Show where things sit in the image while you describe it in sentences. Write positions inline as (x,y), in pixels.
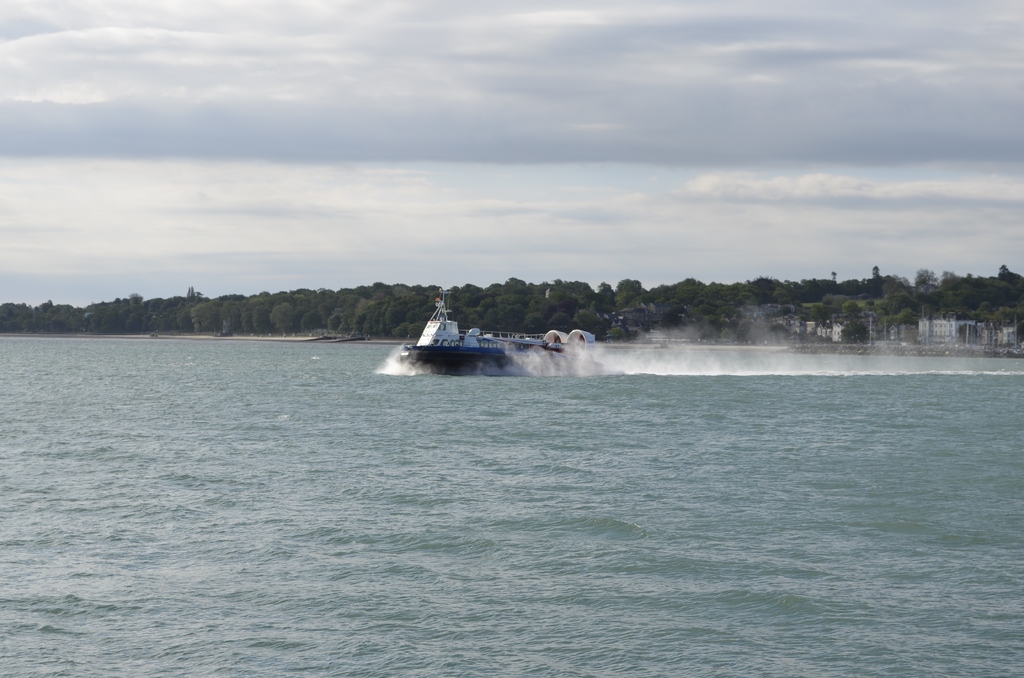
In this image we can see the boat (454,349) on the surface of the water (519,450). In the background (360,325) we can see the trees (1011,313) and some buildings (840,335). We can also see the sky (623,74) with the clouds (547,147).
